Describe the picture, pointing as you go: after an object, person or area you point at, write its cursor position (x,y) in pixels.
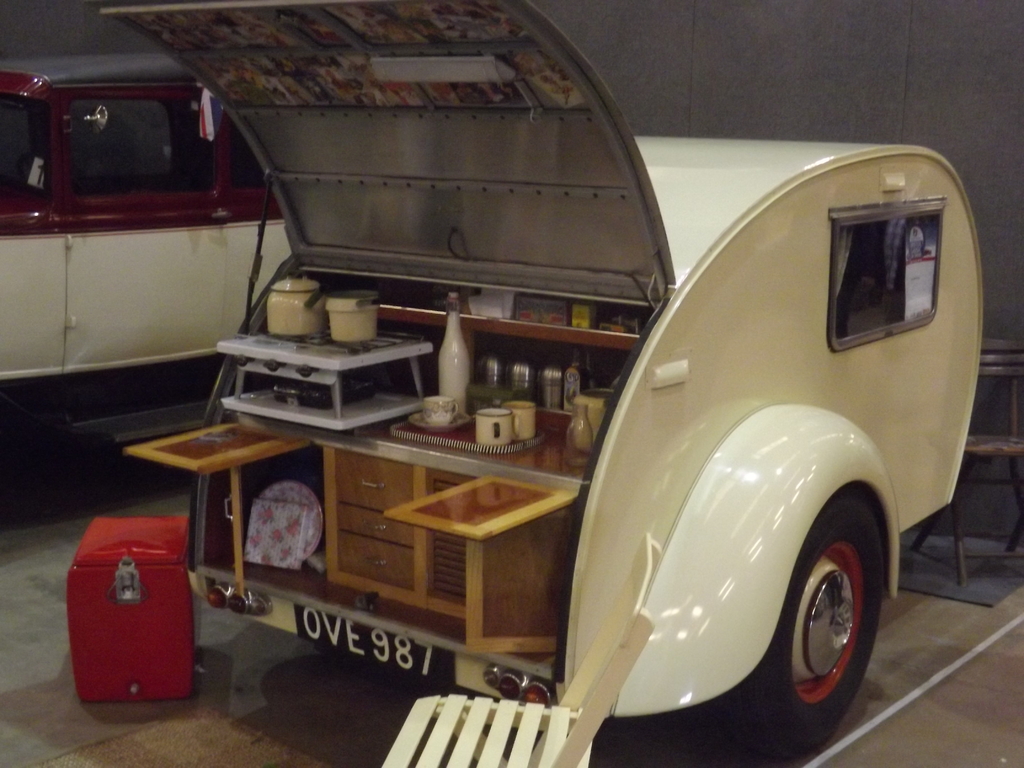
There are cups (502,428), wooden cupboards (402,492), bottle (464,372) and other items (519,370) in the foreground (476,468) in a vehicle (505,454), there is another vehicle (200,234) on the left side (49,286) and a red color box (121,594) on the floor (15,631).
